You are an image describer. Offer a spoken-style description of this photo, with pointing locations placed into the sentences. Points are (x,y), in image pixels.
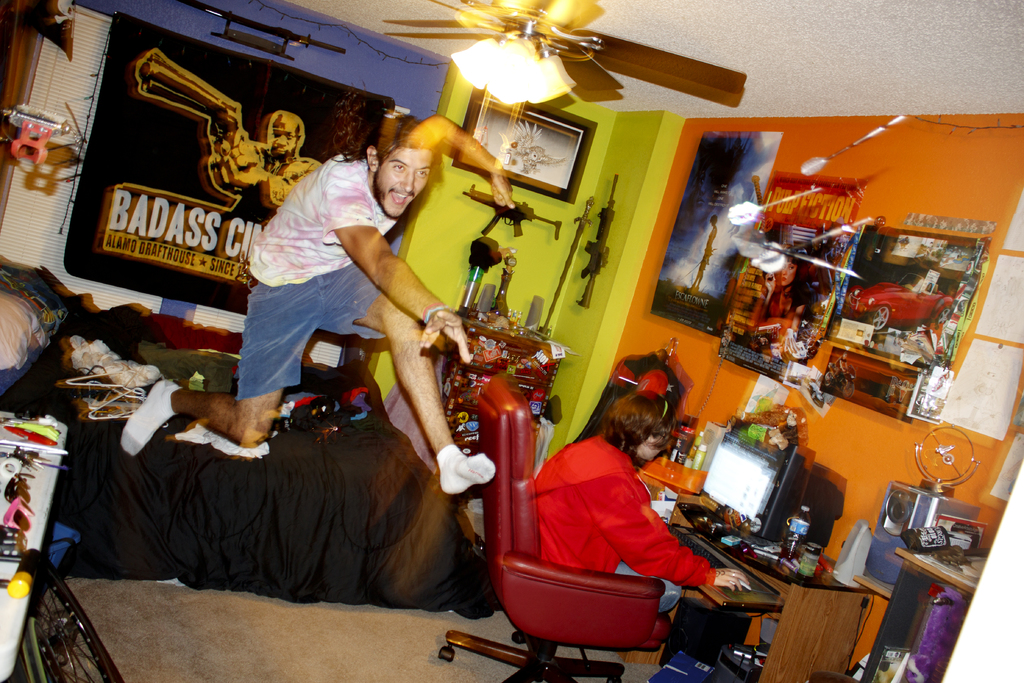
This is a picture of a room (817,92) where we have a bed (129,459) and a chair (598,609), a desk (814,603) and on the desk (771,599) we can see a computer (745,463), bottle (803,542) and some things (769,556) and there are two people (689,561) in the room (500,536) the one is in the jumping position and the other is sitting in front of the desk (827,591) on the chair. In the room (641,195) we can see a fan (598,36), wall posters (808,292) and guns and a speaker (895,499) and the hangers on the bed (130,333).
